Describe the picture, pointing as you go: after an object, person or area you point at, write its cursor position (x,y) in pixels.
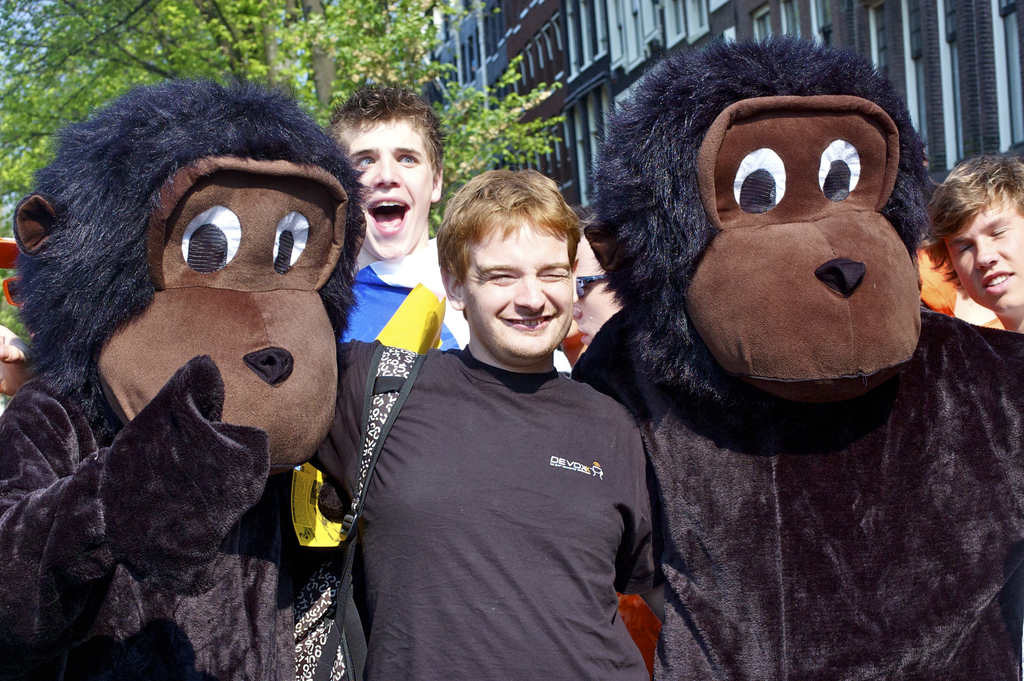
In this picture there are people (398,119) and we can see mascots (230,532). In the background of the image (596,152) we can see building (819,17) and tree (479,130).
